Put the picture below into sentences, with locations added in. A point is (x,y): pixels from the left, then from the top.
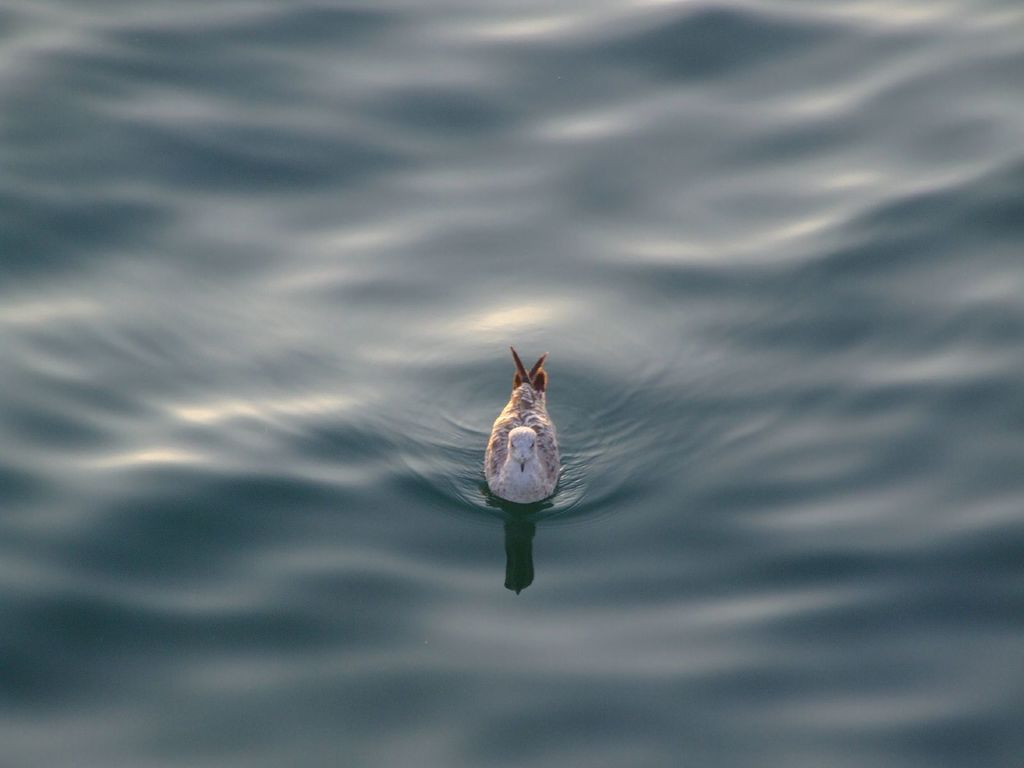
In this picture we can see the water (585,385) and a bird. We can see the reflection (528,554) on the water (531,568).
